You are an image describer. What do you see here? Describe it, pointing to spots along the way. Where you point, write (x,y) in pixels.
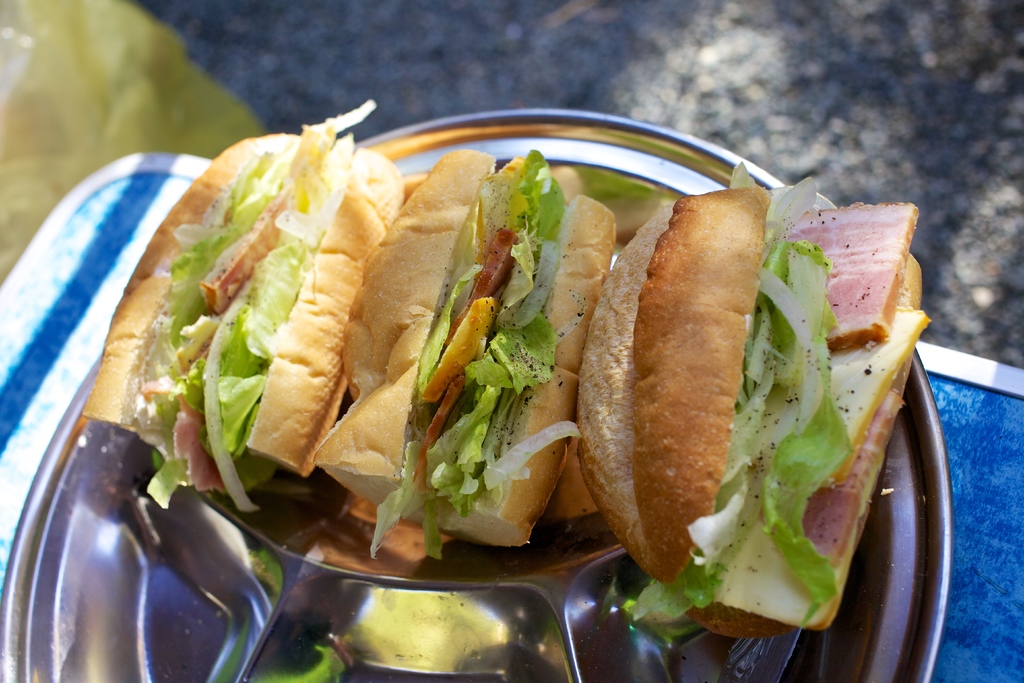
In this image we can see food items (223,466) on a plate (362,524) and the plate (237,579) is placed on a blue object (968,660) looks like a cloth (1021,660). At the top (608,60) we can see the ground (600,17). In the top left (39,74), we can see an object (34,112).
